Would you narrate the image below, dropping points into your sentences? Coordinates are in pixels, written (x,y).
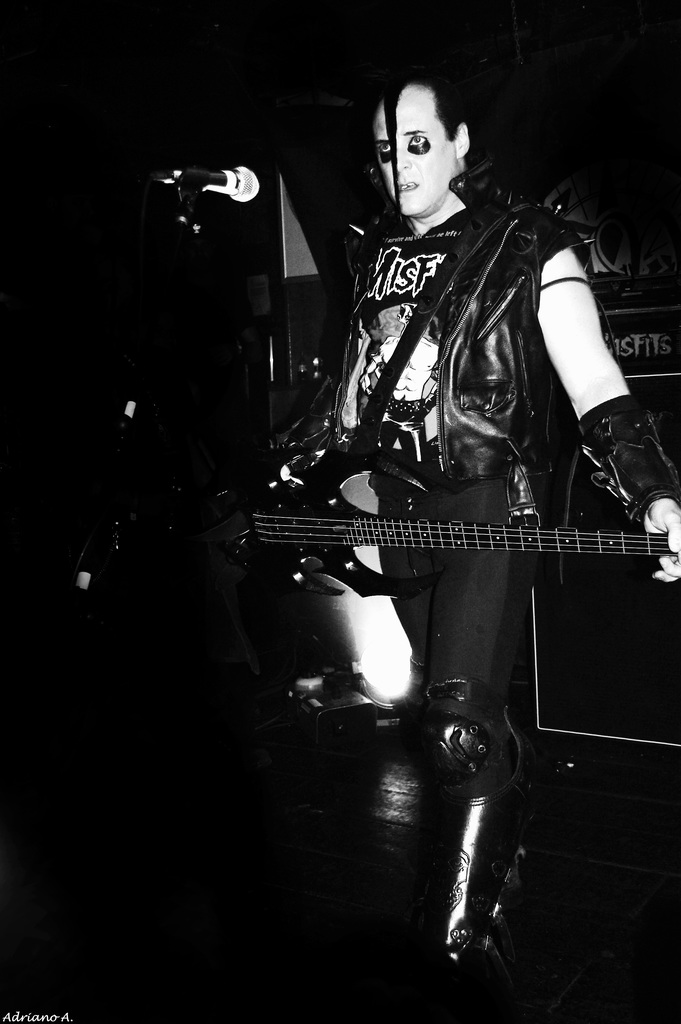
This is a black and white image in which we can see a man (461,664) standing on the floor (535,949) holding a guitar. We can also see a mic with a stand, a speaker box (585,685) and a light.
